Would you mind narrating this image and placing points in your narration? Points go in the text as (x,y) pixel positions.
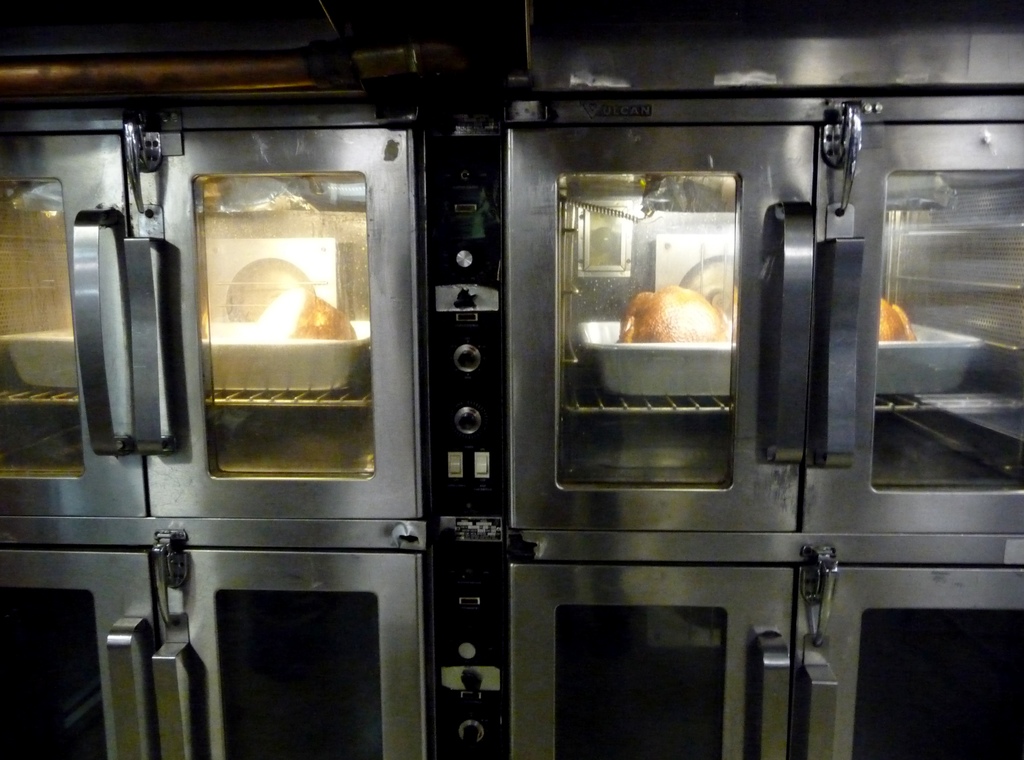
We can see ovens (183,409), through this glass (716,305) we can see food (679,298) in trays (269,360).
